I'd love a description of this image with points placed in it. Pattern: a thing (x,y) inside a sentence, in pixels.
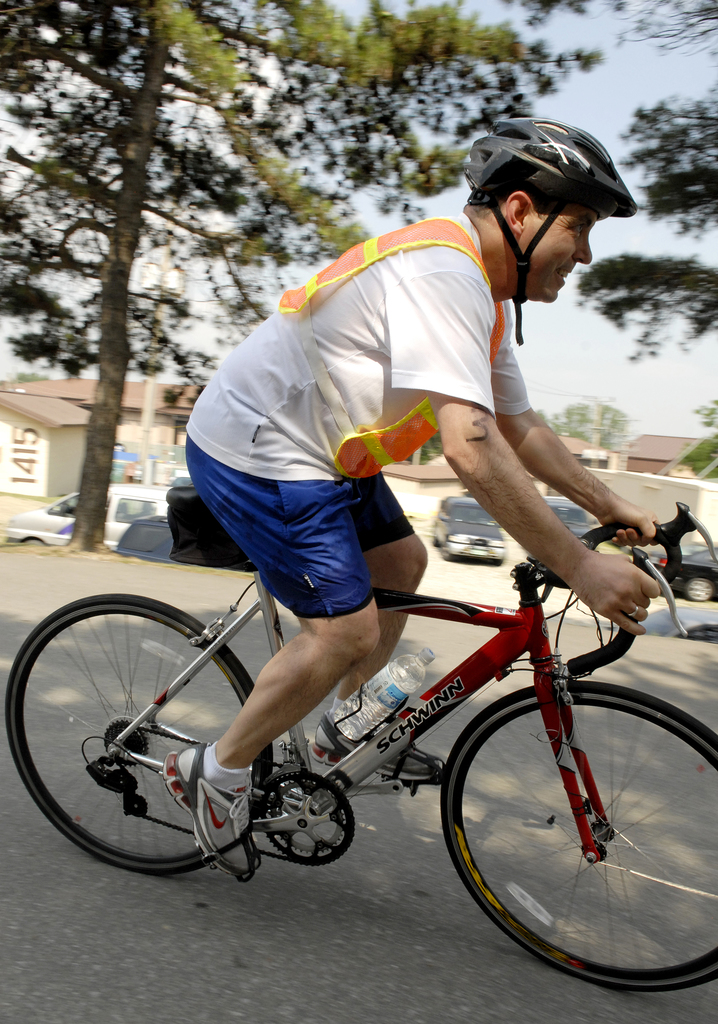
A man (308,566) is riding a bicycle (348,813). He wear a helmet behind him there is a tree (180,159) and some vehicles (487,516) at here.
